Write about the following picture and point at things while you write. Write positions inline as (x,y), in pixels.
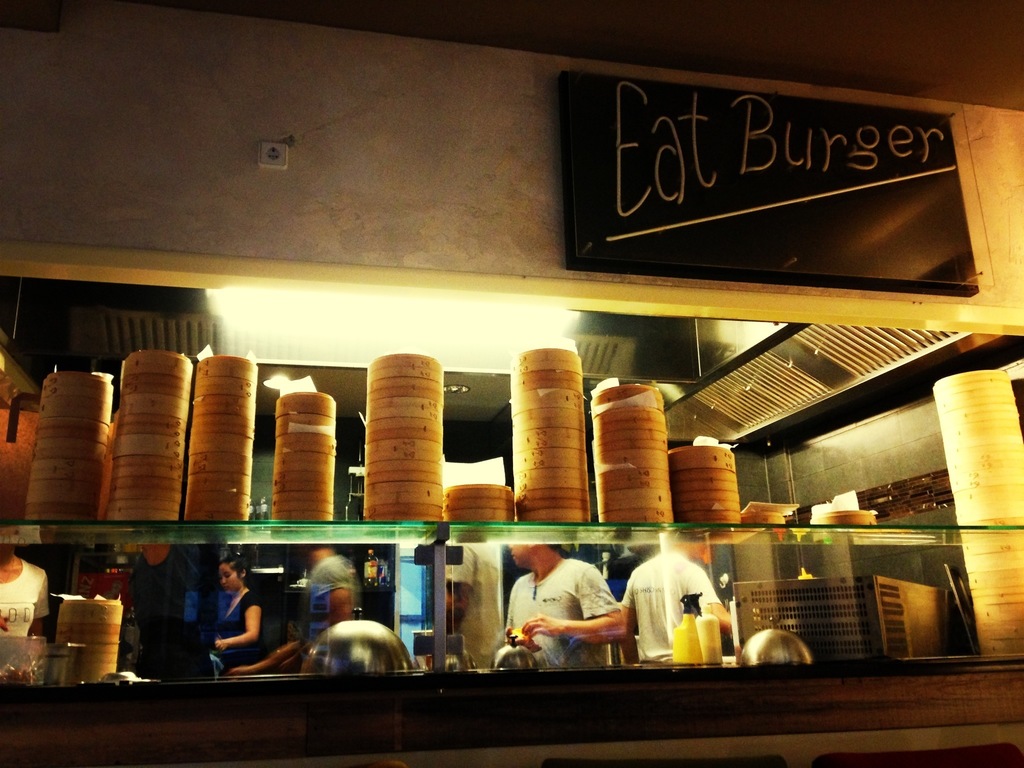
On the top right (857,166), there is a blackboard (605,183), on which there is a text (923,149) attached to a wall (500,222). Below this board (583,238), there are steamer baskets (578,441) arranged on the shelves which are covered with glass (478,651). Through this glass (477,616), we can see there are persons (683,573), a light (266,312) attached to a roof (338,320) and there are other objects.
